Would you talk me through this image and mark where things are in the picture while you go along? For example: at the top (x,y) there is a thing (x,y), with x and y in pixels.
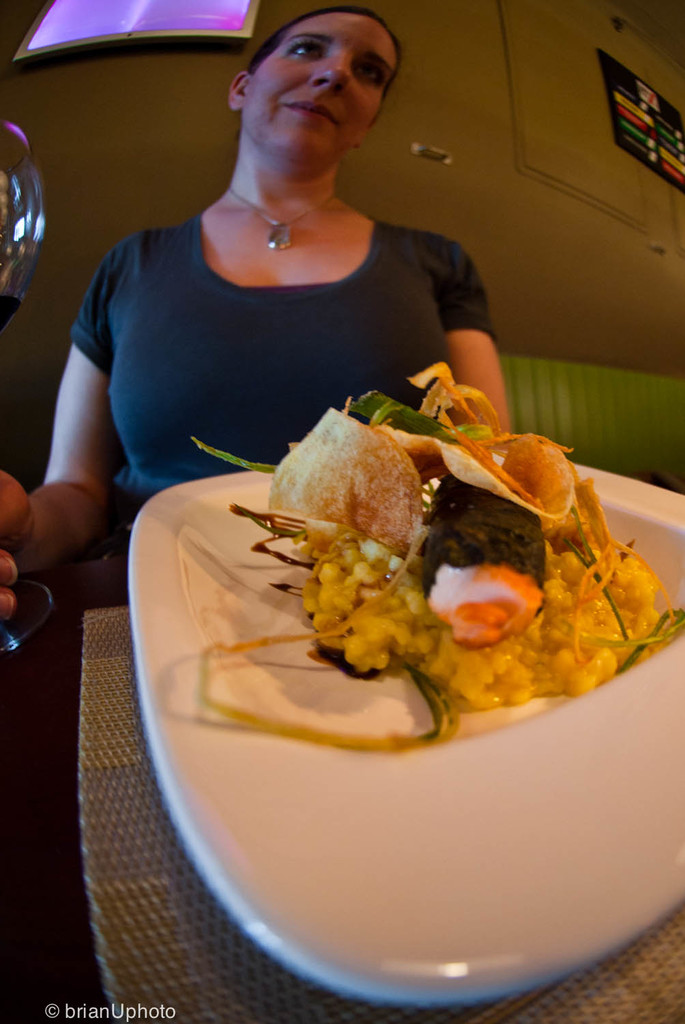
In this image there is a table (52,690), on that table (51,681) there is a cloth (512,1021), on that cloth (303,1021) there is a plate (459,770), on that plate (645,810) there is a food item (415,648), behind the table (100,597) there is a woman (234,254) sitting on a chair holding a glass (13,164) in her hand (9,521), in the background (601,26) there is a wall (678,234) for that wall (582,100) there are photo frames (235,16).
